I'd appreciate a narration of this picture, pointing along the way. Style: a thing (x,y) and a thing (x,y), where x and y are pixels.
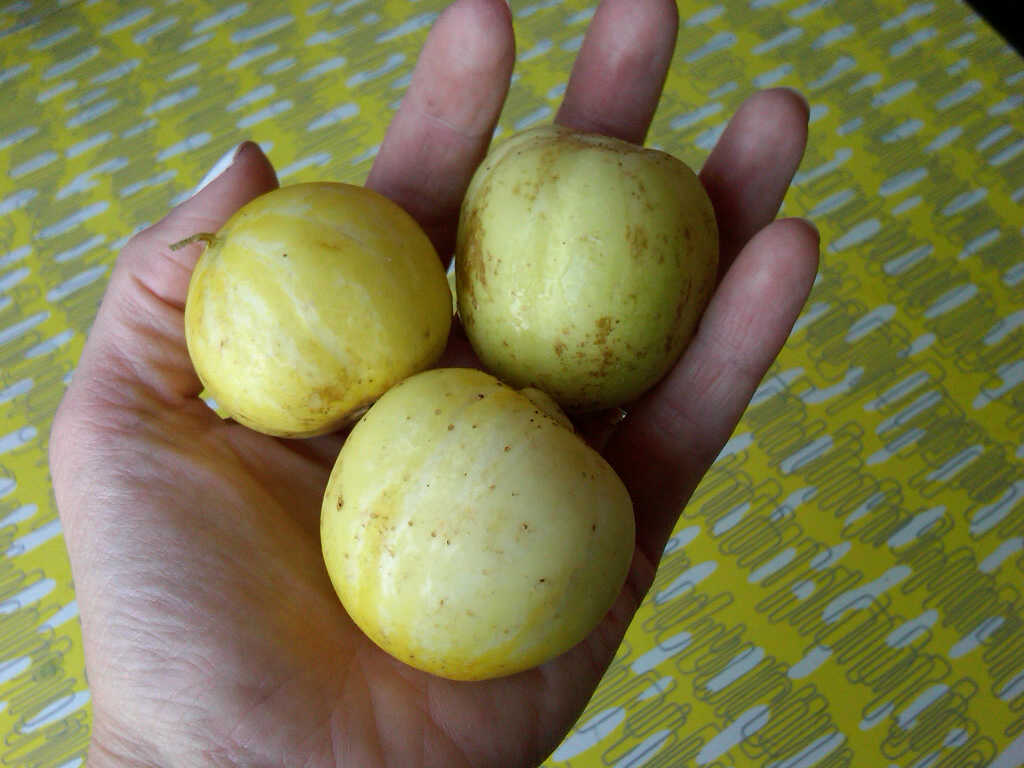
In this image we can see three fruits (339,283) are present in a human hand (295,510).
